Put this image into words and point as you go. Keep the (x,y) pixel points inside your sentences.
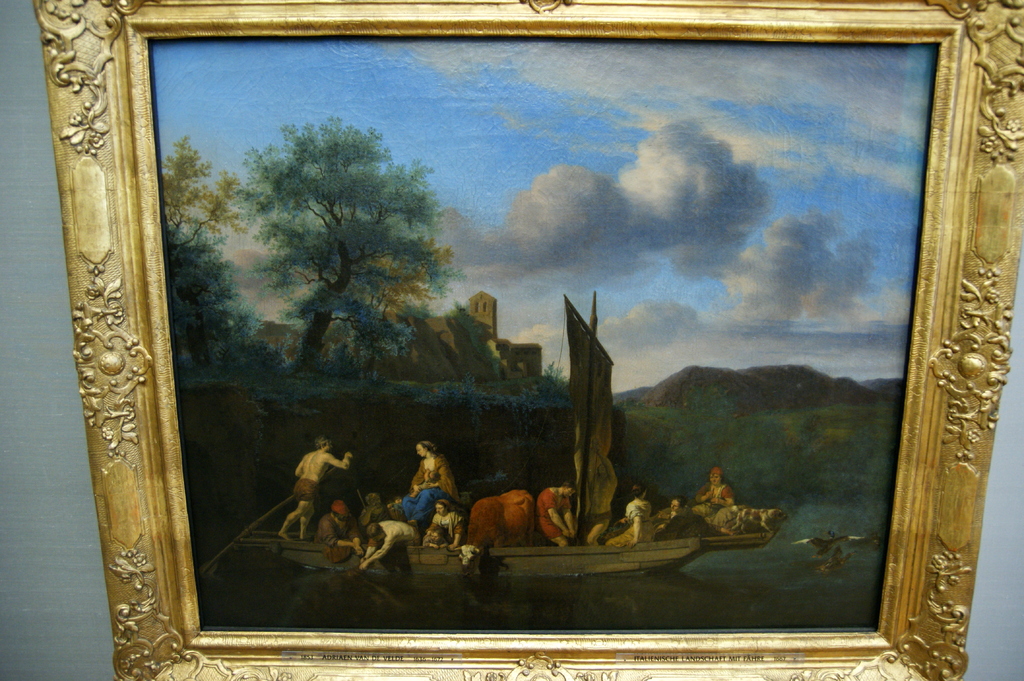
In this image we can see a photo frame (210,532) placed on the wall (87,522).
